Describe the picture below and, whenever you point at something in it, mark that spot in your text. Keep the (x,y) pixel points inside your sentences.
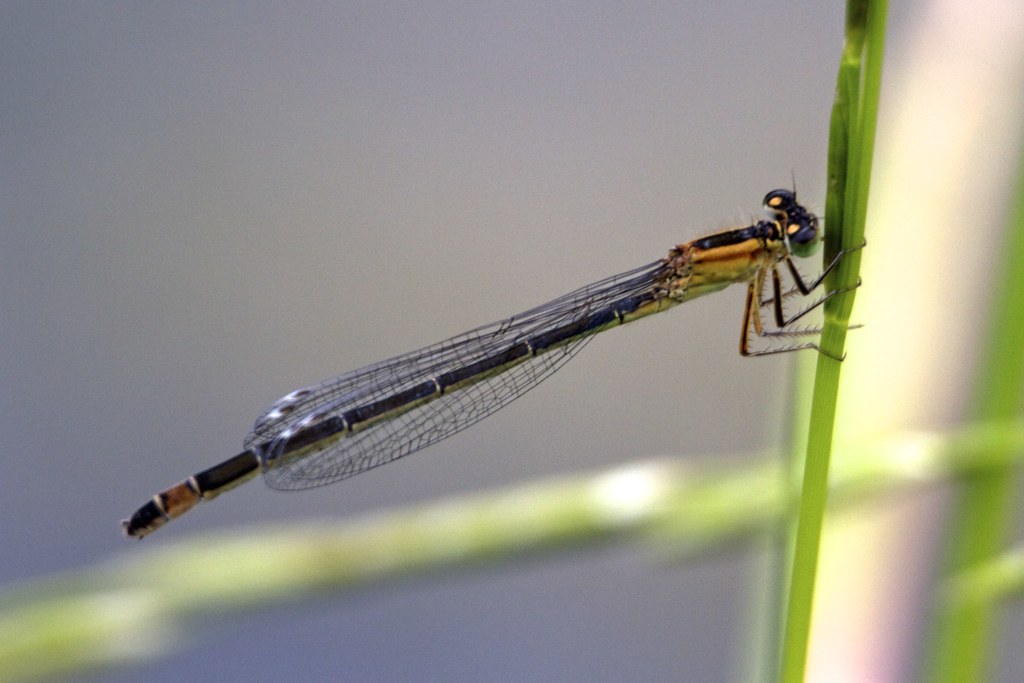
In this image we can see a dragonfly (795,203) holding a leaf (809,587), and the background (757,403) is blurred.
